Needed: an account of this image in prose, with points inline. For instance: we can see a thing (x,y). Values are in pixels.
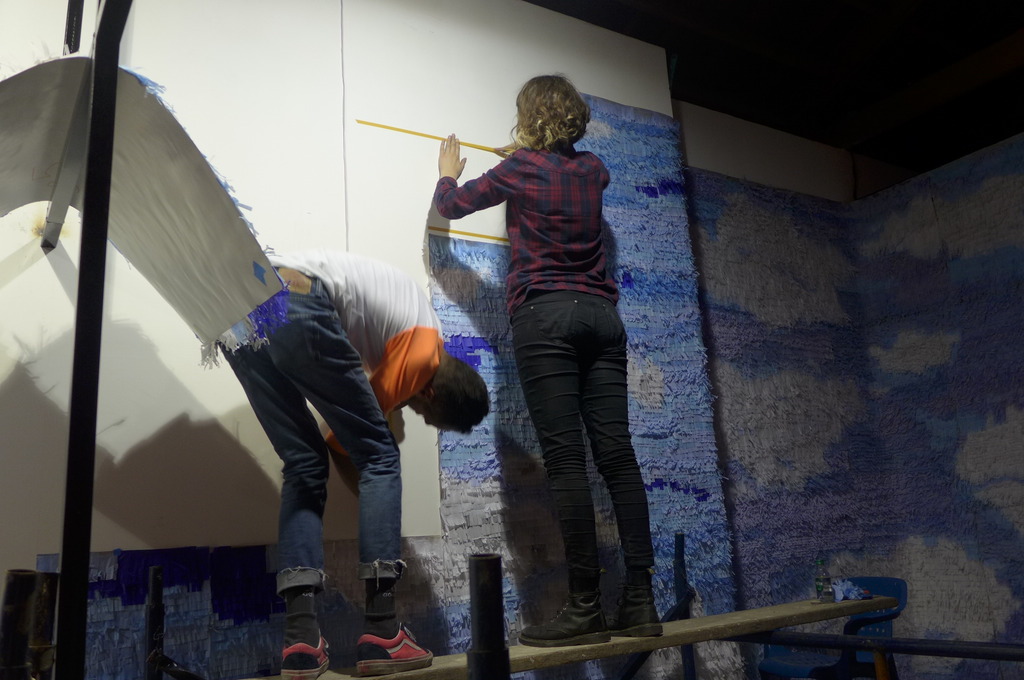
This picture shows a man (403,389) and a woman (555,272) standing on the wooden plank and we see woman (452,188) measuring with the tape (485,146) and man (391,561) holding the board (379,139).
